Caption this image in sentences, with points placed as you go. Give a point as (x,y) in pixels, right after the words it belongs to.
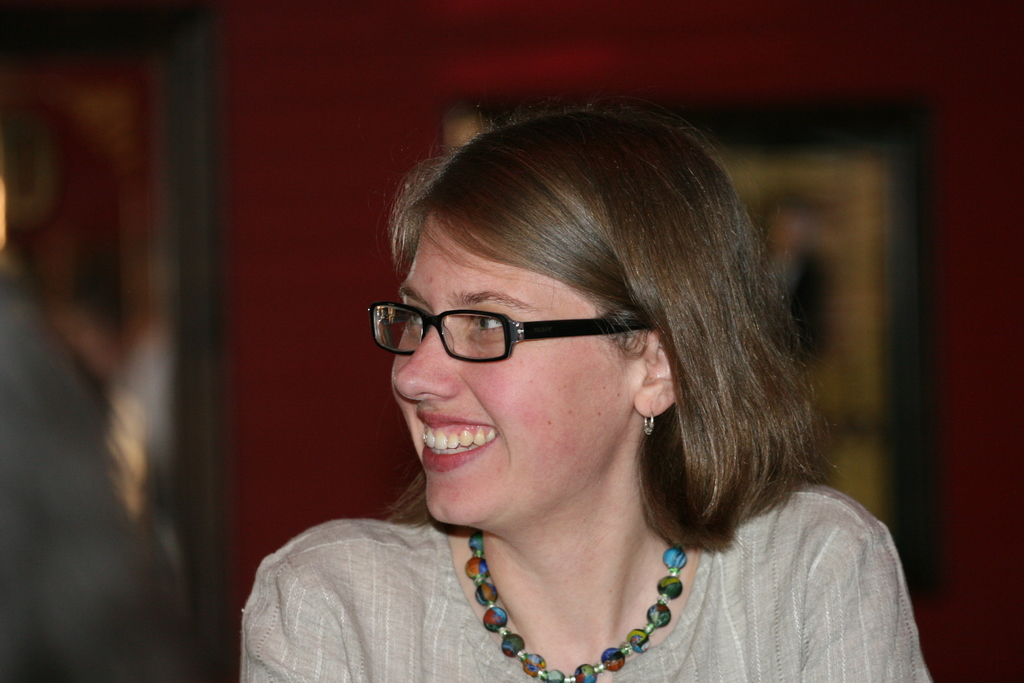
There is one women (457,507) present at the bottom of this image (551,551) and we can see a wall (257,206) in the background (245,321).
